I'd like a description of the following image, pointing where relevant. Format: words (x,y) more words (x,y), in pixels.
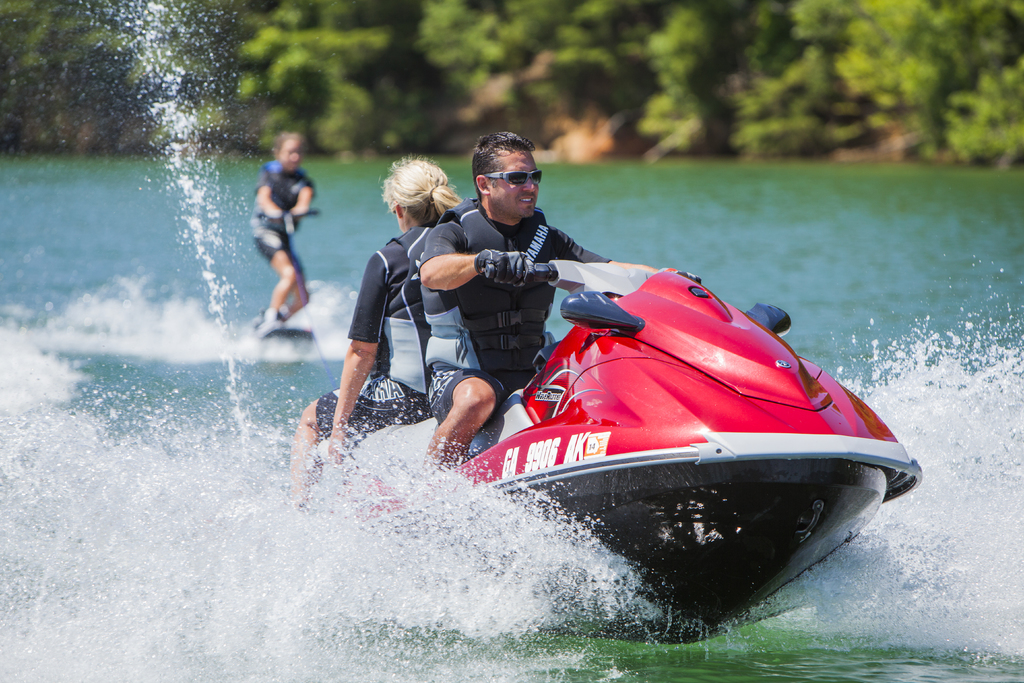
This picture shows a man (533,185) and a woman (450,196) seated on the speed boat (483,427) and we see man (510,187) wore sunglasses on his face (535,193) and gloves (488,261) to his hands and both of them wore jackets (468,344) and we see a girl (262,321) rope surfing in the water (53,349) and we see trees (561,104).
